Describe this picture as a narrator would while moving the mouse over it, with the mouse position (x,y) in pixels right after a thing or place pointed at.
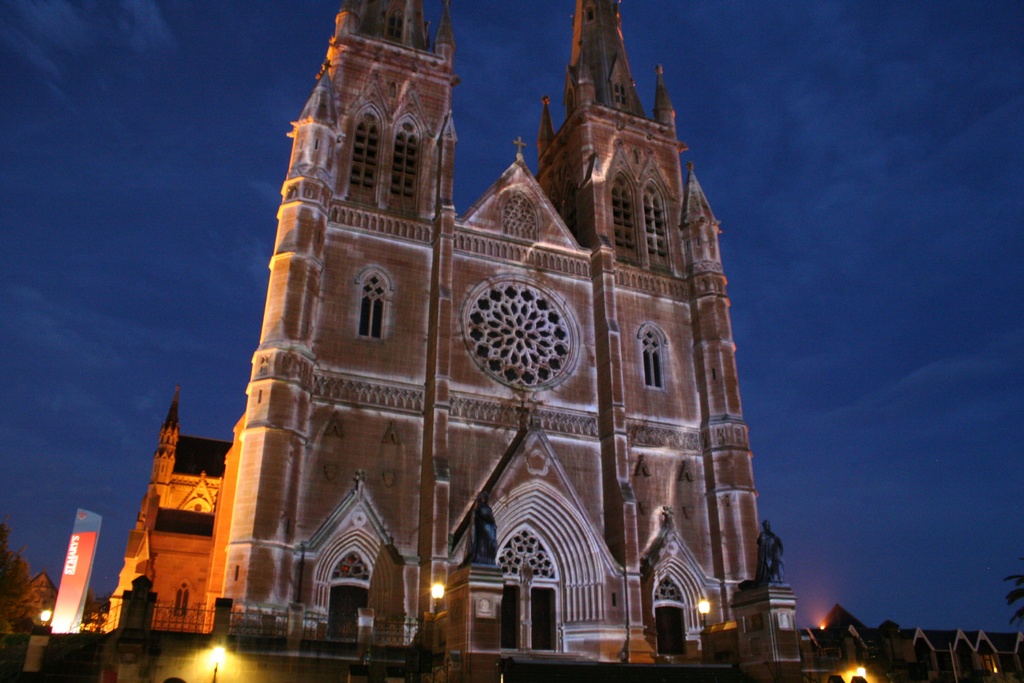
In front of the picture, we see a building (523,489) and it looks like a church (523,489). At the bottom (338,641), we see the light poles (860,664) and the railing (388,625). Behind that, we see the building (203,541). On the left side (3,589), we see the trees (18,594), light pole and a board (97,536) in red color with some text (75,561) written on it. In the background (819,339), we see the sky (783,246), which is blue in color. This picture might be clicked in the dark.
